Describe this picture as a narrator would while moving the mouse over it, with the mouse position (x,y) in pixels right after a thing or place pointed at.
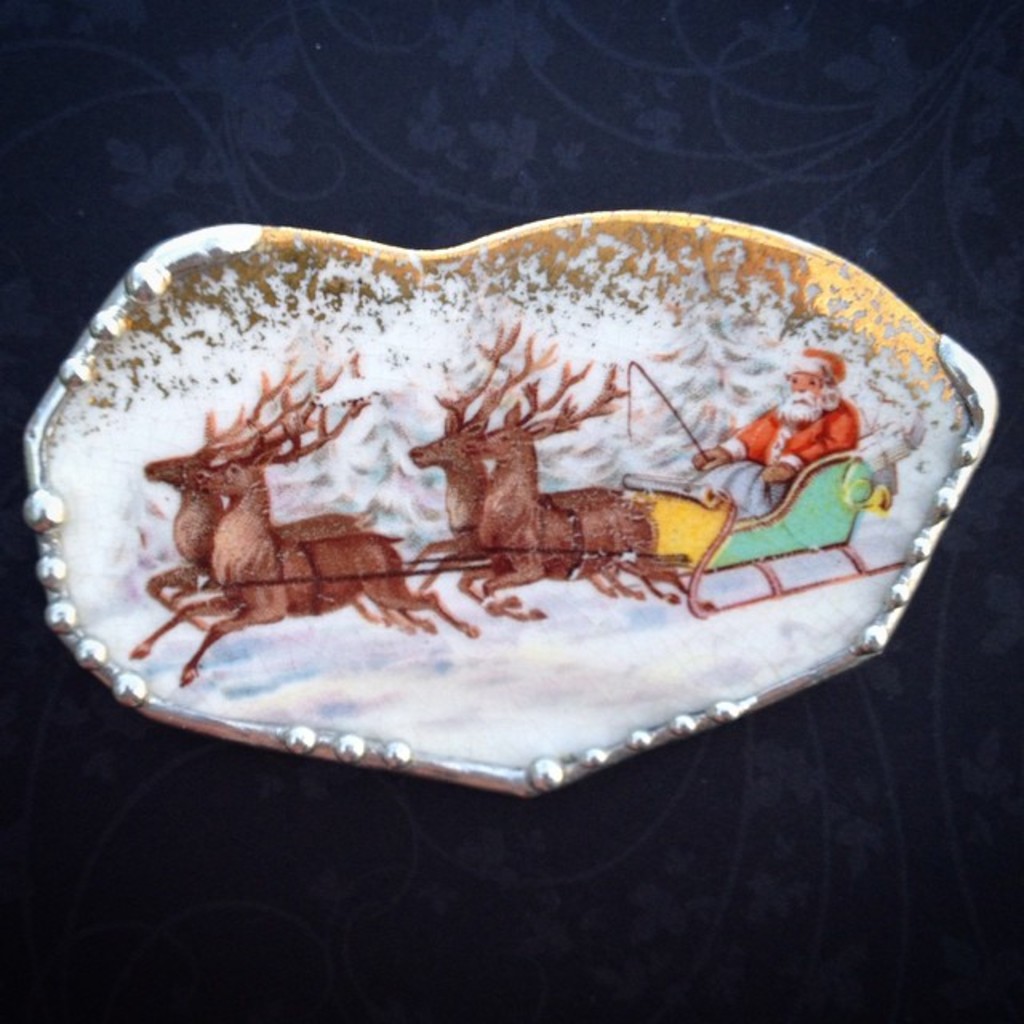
This image consists of a decorative item (447,428) in which I can see a person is riding a deer cart (683,521) and snow (512,682).
